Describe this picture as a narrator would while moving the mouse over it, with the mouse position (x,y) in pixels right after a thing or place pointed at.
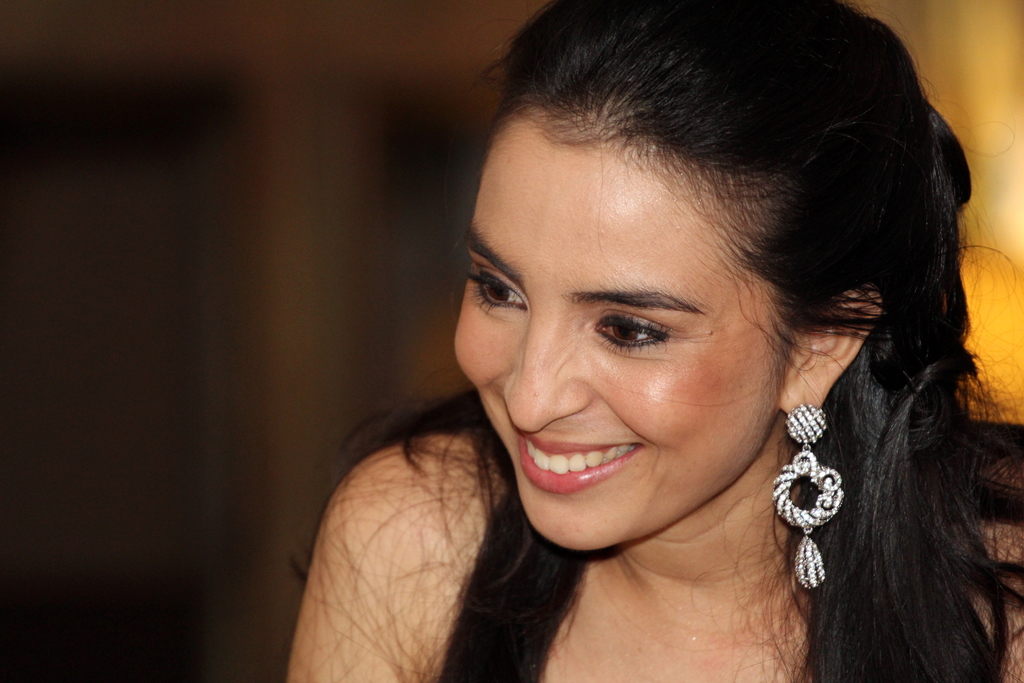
On the right (816,404) there is a woman (731,421) and she is smiling. In the background (109,117) the image is blur.
